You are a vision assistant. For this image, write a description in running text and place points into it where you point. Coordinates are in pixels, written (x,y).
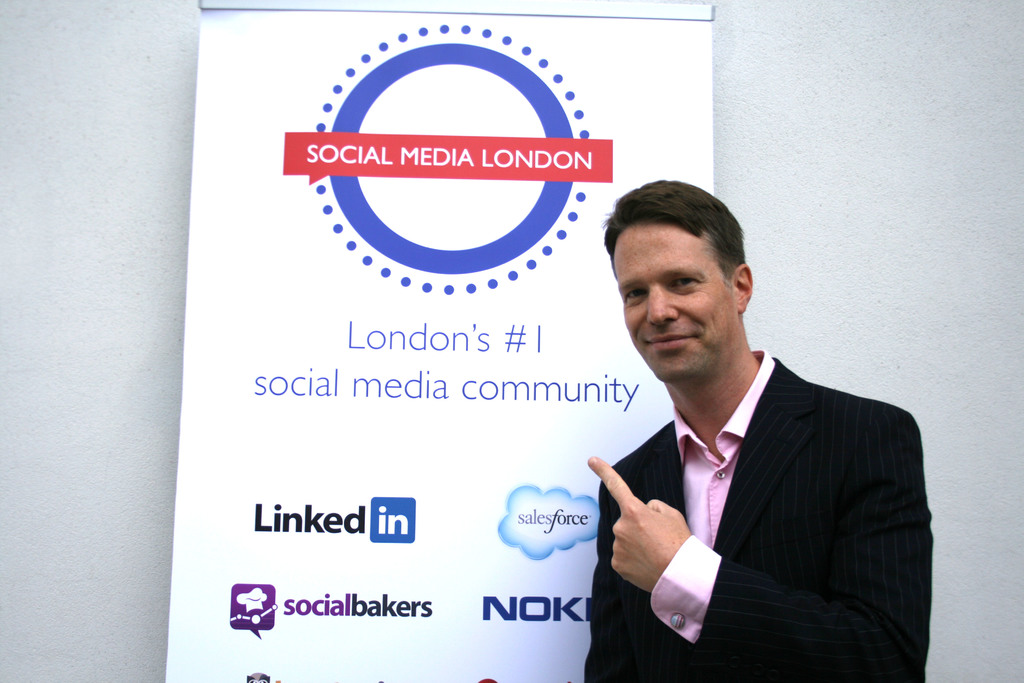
In this image there is a man (684,519) standing, in the background (203,385) there is a poster (573,591), on that poster (455,554) there is some text (392,602), behind the poster (273,101) there is a wall (860,245).
